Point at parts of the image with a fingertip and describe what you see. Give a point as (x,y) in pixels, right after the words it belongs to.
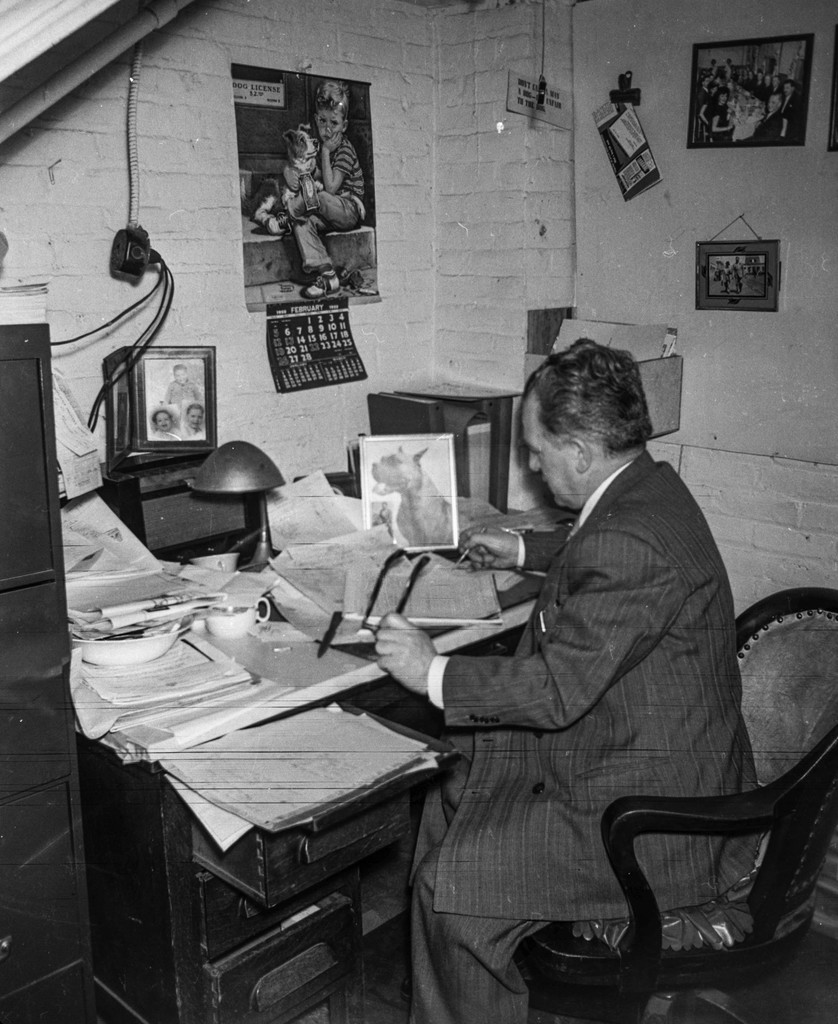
Here we can see that a man (624,471) is sitting on the chair (722,806) and holding glasses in his hand (392,629), and in front (388,471) here is the table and books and papers (300,562), and many other objects (169,625) on it, and here is the wall (364,329) and photo frames (746,132) on it.
